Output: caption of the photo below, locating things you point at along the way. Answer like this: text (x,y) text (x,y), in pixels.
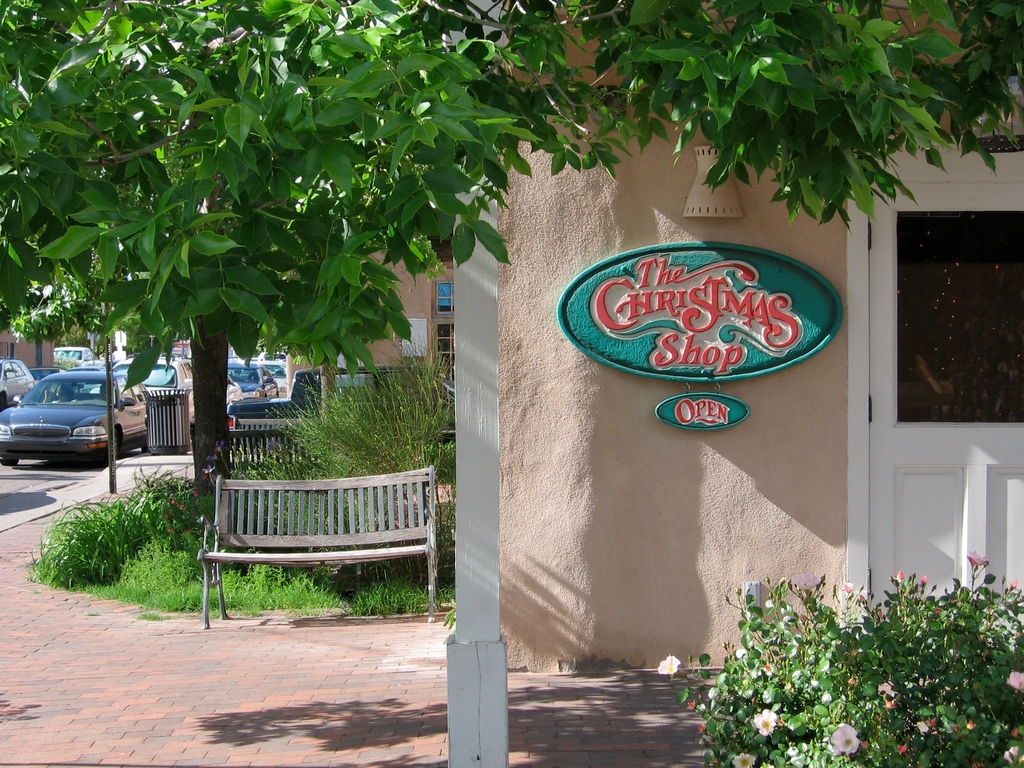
In this picture we can see a bench (322,557). This is grass (145,549). There is a wall (557,538) and this is door (962,451). Here we can see some vehicles (97,410) on the road (49,482) and this is pole (106,352). And there are some flowers (799,655).
